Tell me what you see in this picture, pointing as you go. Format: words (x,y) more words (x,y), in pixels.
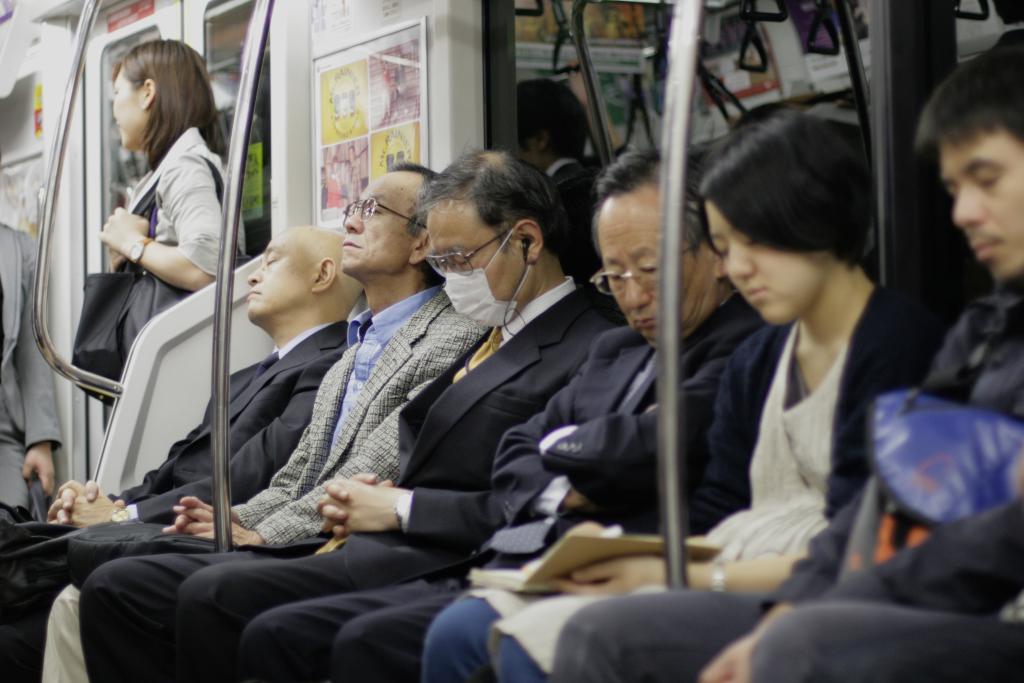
In this picture we can see a group of people (304,564) inside of a vehicle (944,20), here we can see rods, posters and glass door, hangers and one woman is wearing a bag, another woman (746,387) is holding a book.
